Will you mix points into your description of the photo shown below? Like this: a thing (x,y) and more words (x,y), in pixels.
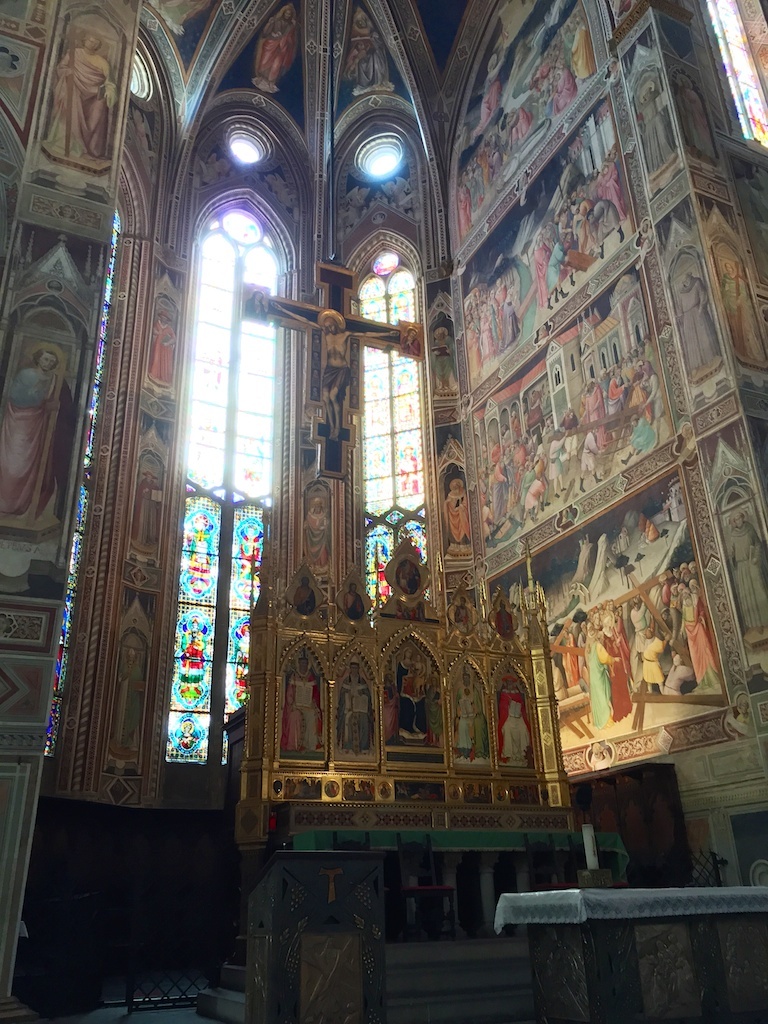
In this image we can see pictures (78,312) on the walls (74,426), windows (81,507), designs (81,507) on the glasses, statue (338,319) of a person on a cross symbol (419,333), object (336,891) on a table (561,924) at the bottom (532,896) and we can see other objects (352,864).
